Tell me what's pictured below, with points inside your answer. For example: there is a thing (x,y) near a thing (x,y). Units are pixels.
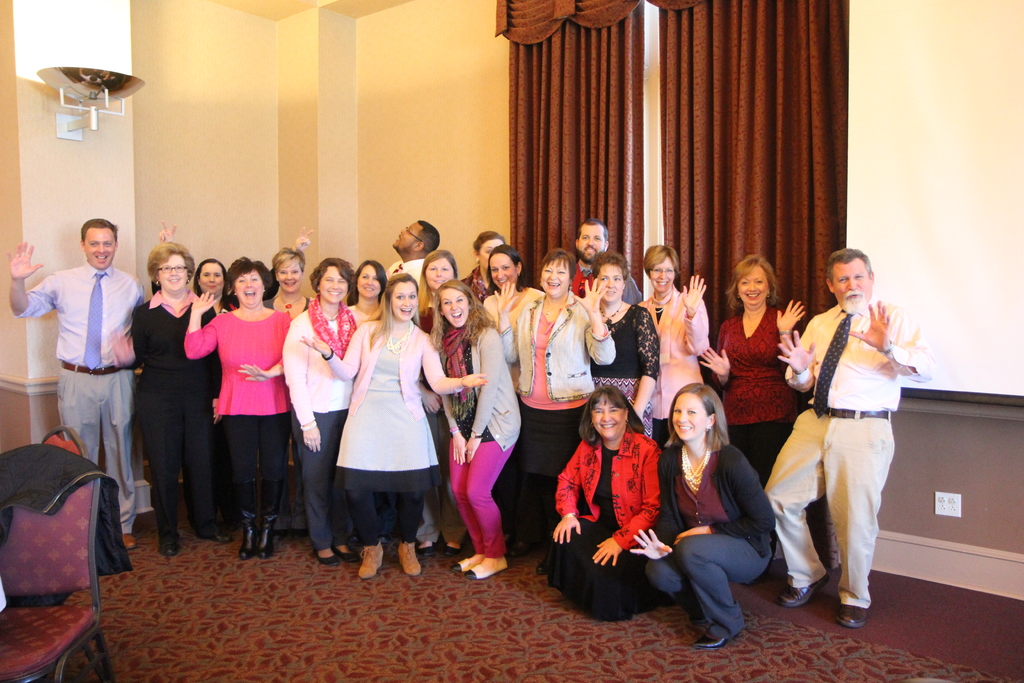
In this image I can see group of people (373,350) and these people (408,325) are wearing the different color dresses (310,338). To the left (64,568) I can see the chair (56,560) and the cloth (18,479) on it. In the back (315,107) there are brown color curtains (555,127) and the wall (231,109).
